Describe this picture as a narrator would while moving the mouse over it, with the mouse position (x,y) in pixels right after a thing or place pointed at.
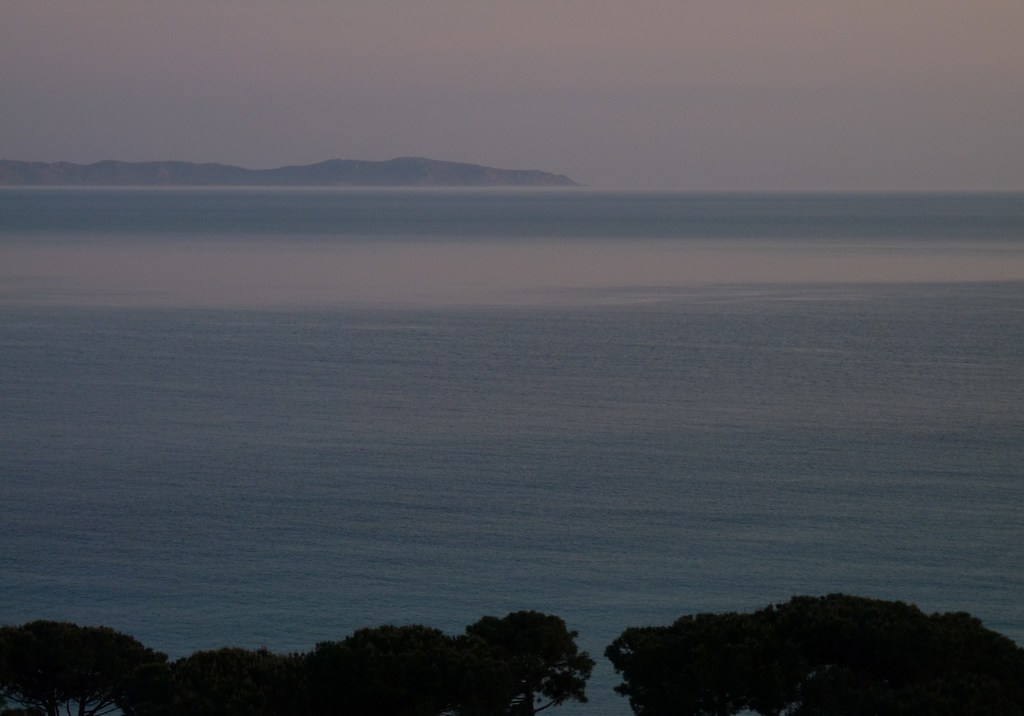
In this picture we can see the beautiful view of the sea water (571,512). In the front (573,679) bottom side there are some trees (715,666). In the background (136,172) there are some mountains (198,182).
